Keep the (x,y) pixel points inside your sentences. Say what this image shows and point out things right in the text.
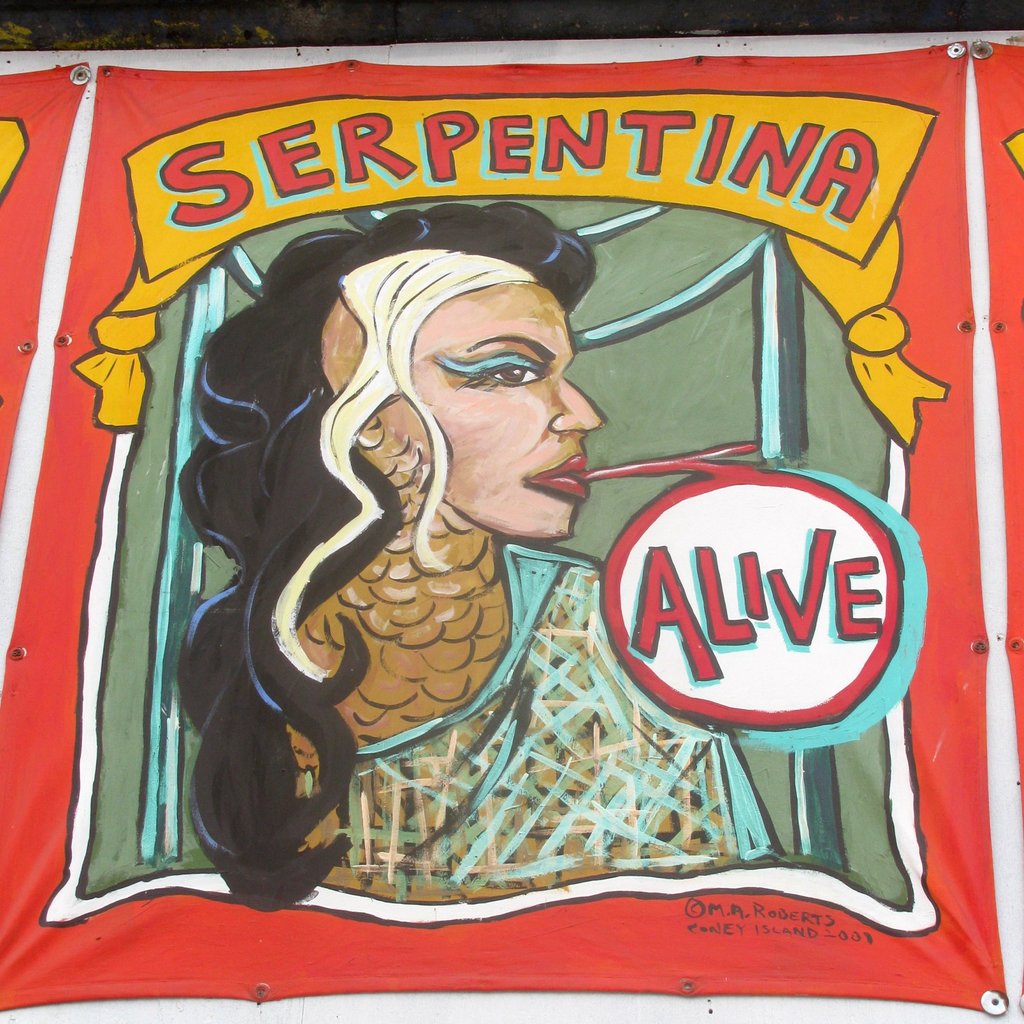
In this picture we can see a banner (179,545). On this banner (191,408), we can see some text (671,148) and a human (401,695). There are banners (3,150) on the right (1001,135) and left side of the image (11,121).
